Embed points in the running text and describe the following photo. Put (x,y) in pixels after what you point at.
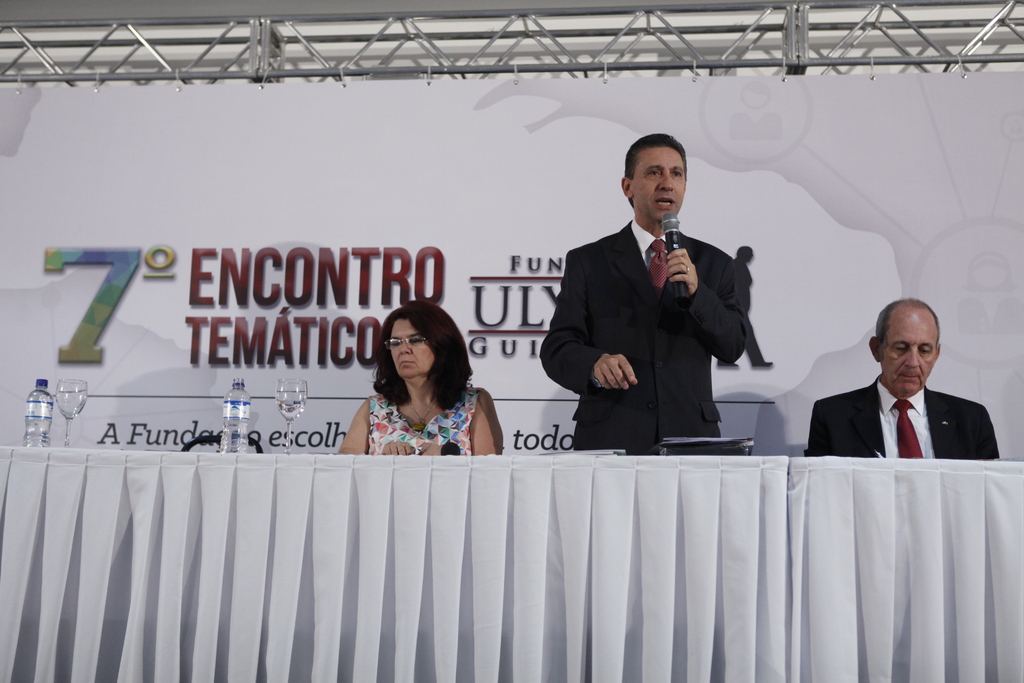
There are 3 people (609,354) here in which woman (440,409) is sitting on the chair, next to her there is a man (637,307) standing and speaking on the microphone (671,242), next to him there is a man (917,407) sitting on the chair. In front of them there is a table (455,501), on which there are 2 water bottles (46,411) and 2 glasses (60,403). In the background (440,186) we can see a banner (394,182) and pole (978,39).
